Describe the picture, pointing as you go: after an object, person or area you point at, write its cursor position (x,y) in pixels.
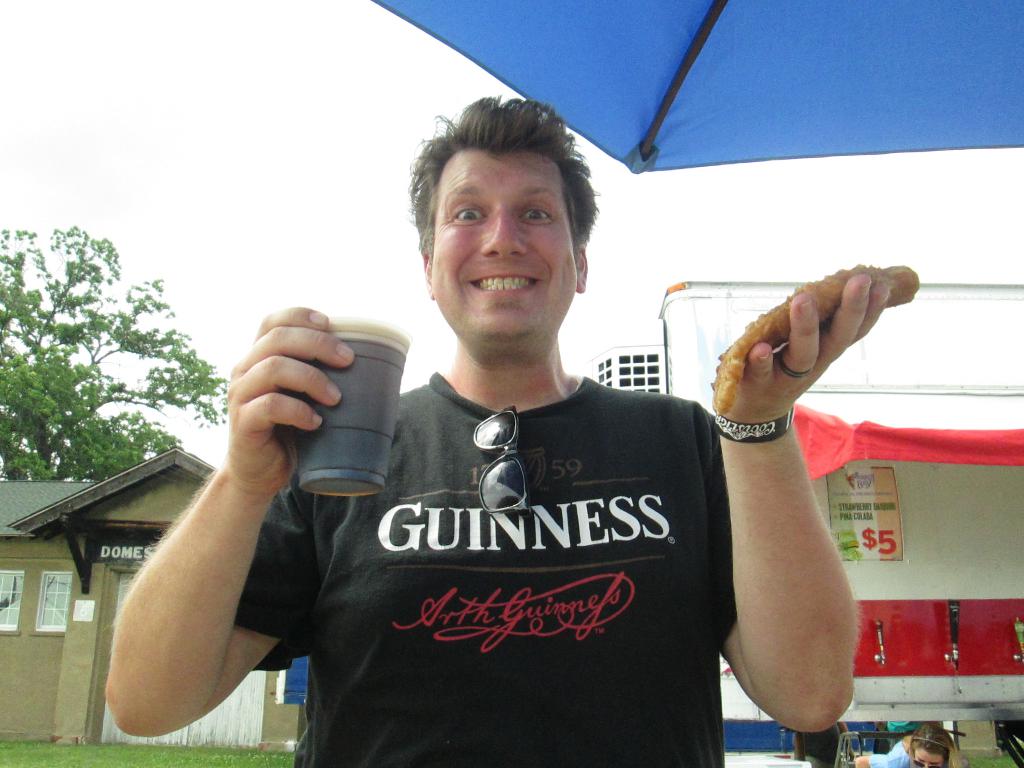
In this image we can see a person (436,602) wearing black color T-shirt (451,503), goggles (486,502) holding some food item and coffee glass (356,386) in his hands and at the background of the image (68,631) there are some houses (27,659), persons (899,730) sitting there is a tree (8,353) and at the top of the image (269,123) there is clear sky (258,83) and blue color umbrella (658,71).
